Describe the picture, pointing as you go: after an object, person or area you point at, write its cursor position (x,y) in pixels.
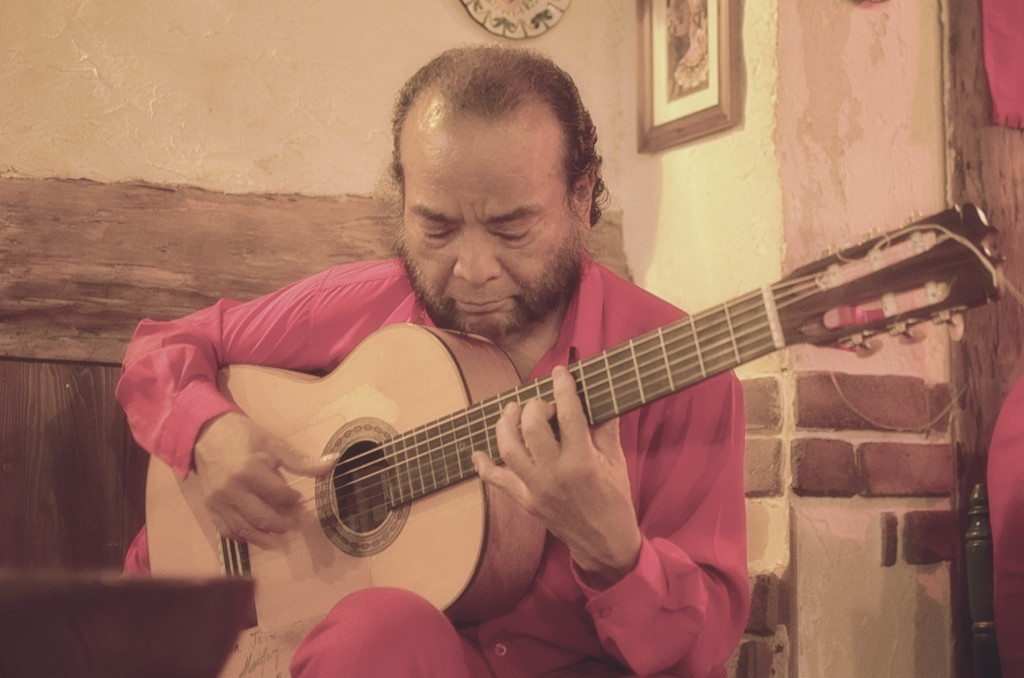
Here we can see a person (539,131) playing a guitar (447,446) and behind him we can see portrait (660,81) on wall (612,43).
